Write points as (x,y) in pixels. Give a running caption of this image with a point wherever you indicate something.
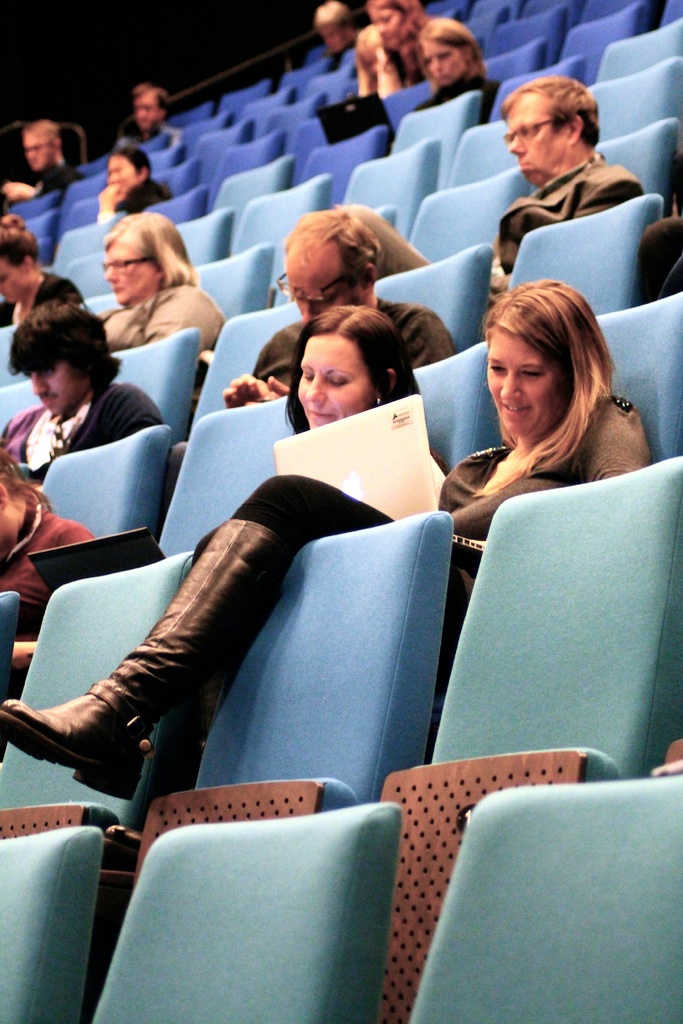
In this image I can see number of people (7,588) are sitting on chairs (338,165). I can also see few laptops (128,545) and few people (318,271) are wearing specs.
